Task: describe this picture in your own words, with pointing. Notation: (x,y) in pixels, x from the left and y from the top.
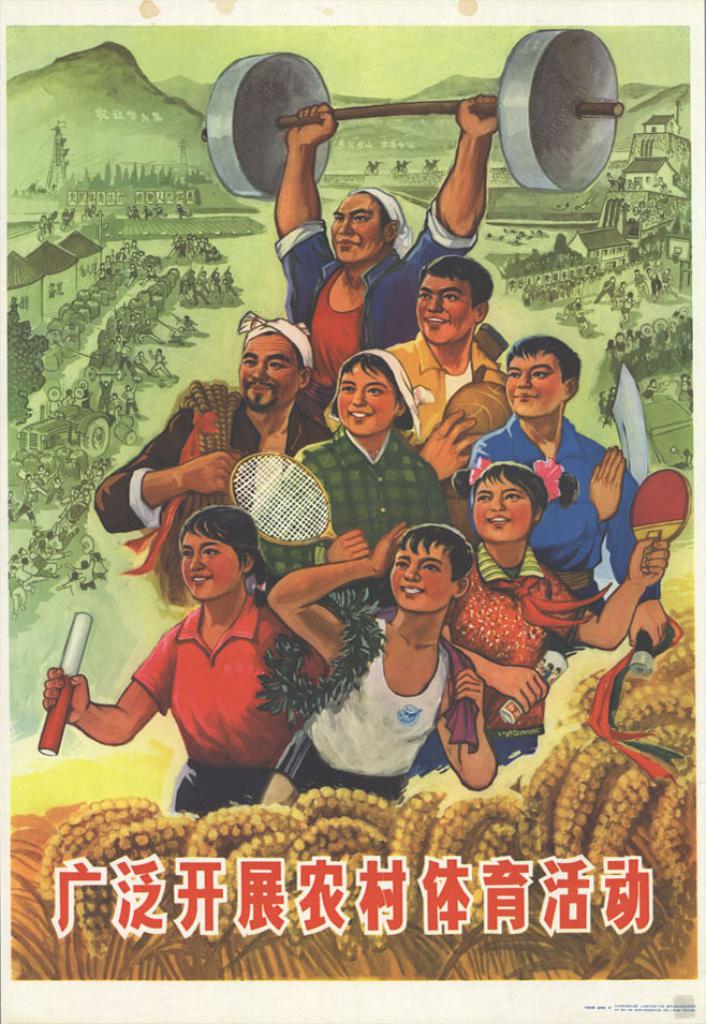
This picture contains a poster (432,385). In this picture, we see people (413,469) are standing. Some of them are holding the rackets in their hands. At the bottom (645,906), we see some text (340,898) written in some other language. In the background (76,399), we see buildings (635,225) and people (194,282) are standing. There are hills (175,94) in the background (130,117).
